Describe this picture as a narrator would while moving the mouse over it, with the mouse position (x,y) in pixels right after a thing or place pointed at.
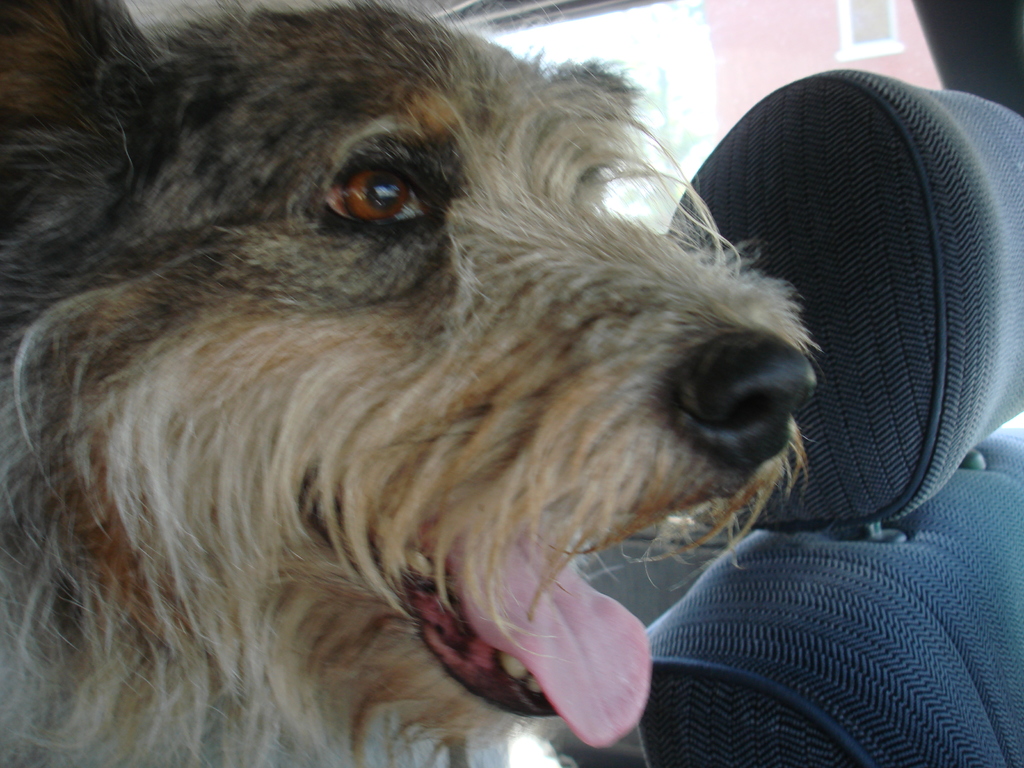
In this picture we can see a dog (353,515) inside the vehicle (843,432) and we can see a seat (817,605).
